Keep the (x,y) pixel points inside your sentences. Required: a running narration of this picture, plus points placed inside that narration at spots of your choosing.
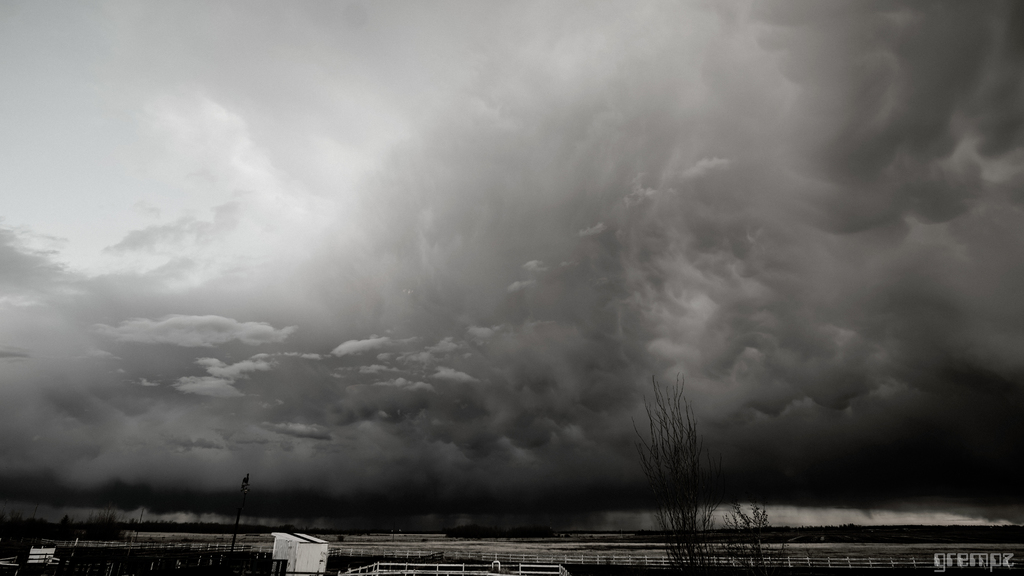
In this image at the bottom (379,564) there are some trees (92,531) and fences (336,554) and a shed (298,555) and poles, and at the top of the image (486,172) there is sky (444,255).
